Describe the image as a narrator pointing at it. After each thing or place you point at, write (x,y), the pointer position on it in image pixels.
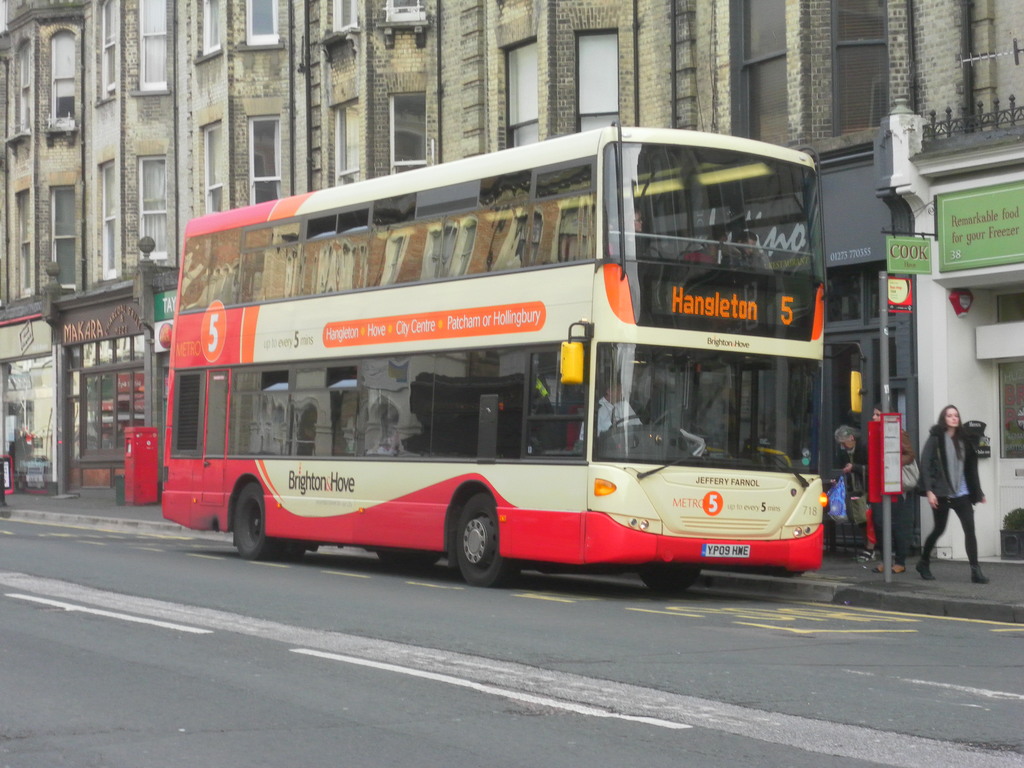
In this we can see a bus (504,420) on road (519,627), few people (879,569) on the pavement (947,564) a pole (886,445) with board (902,453) and there are few buildings (109,457) with boards (962,250) and a red color box (143,471) in the background (135,487).
